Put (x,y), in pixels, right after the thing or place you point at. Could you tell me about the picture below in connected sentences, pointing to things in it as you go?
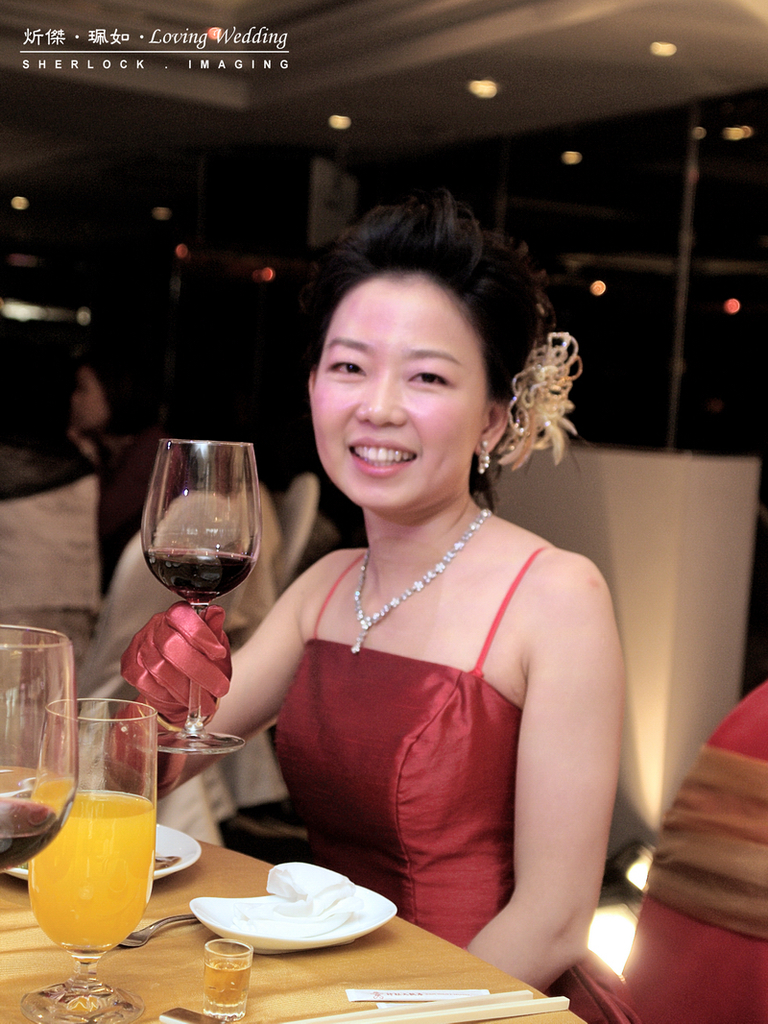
In this image I can see a woman (285,719) is sitting on a chair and holding a glass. I can also see smile (368,443) on her face (360,501). Here on this table (408,957) I can see few glasses (146,831) and few plates (198,848). In the background (127,398) I can see one more person (122,442) and few more chairs (58,624).
